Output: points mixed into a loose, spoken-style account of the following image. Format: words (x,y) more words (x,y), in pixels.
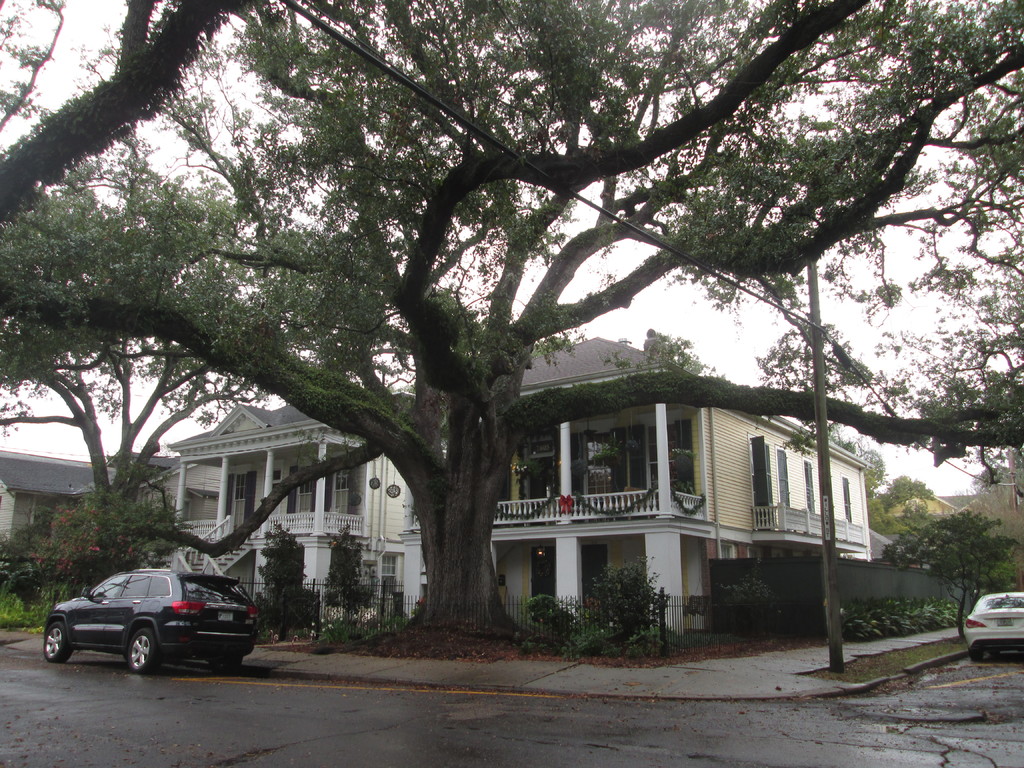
In this image I can see few buildings (604,344), windows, stairs (210,565), few trees (253,185), vehicles (197,598), fencing (683,605) and a pole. The sky (754,324) is in white color.
